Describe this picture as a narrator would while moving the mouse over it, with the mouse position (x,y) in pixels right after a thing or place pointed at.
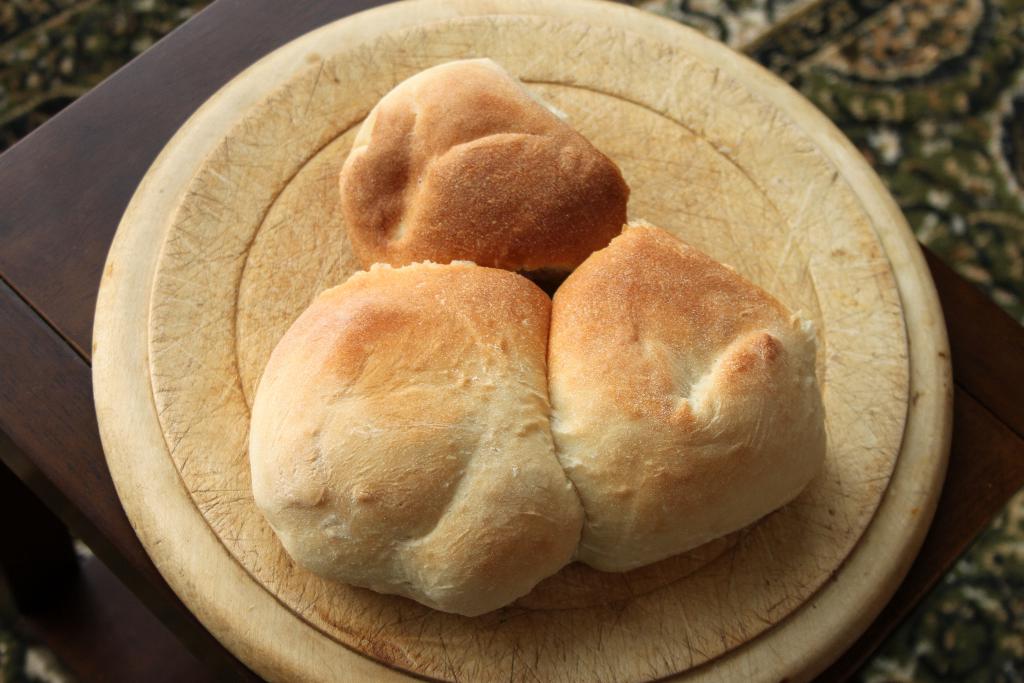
In this picture I can observe three buns (425,312) placed in the cream color plate (253,512). These buns (481,205) are in brown and cream color. This cream color plate (279,326) is placed on the brown color table (87,317). In the background (932,143) I can observe a floor mat (895,97).
